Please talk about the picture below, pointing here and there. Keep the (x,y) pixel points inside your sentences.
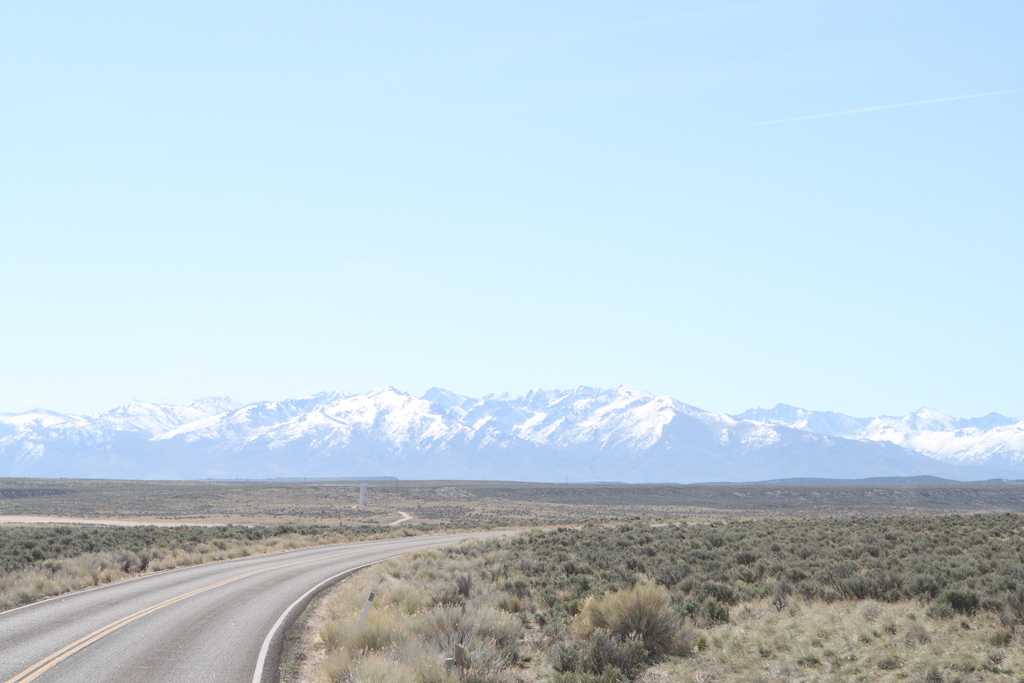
This picture shows a few bushes (450,616) and plants (647,643) on the ground (174,496) and we see a road (396,543) and mountains (394,464) and we see a clear blue Sky (473,184).
